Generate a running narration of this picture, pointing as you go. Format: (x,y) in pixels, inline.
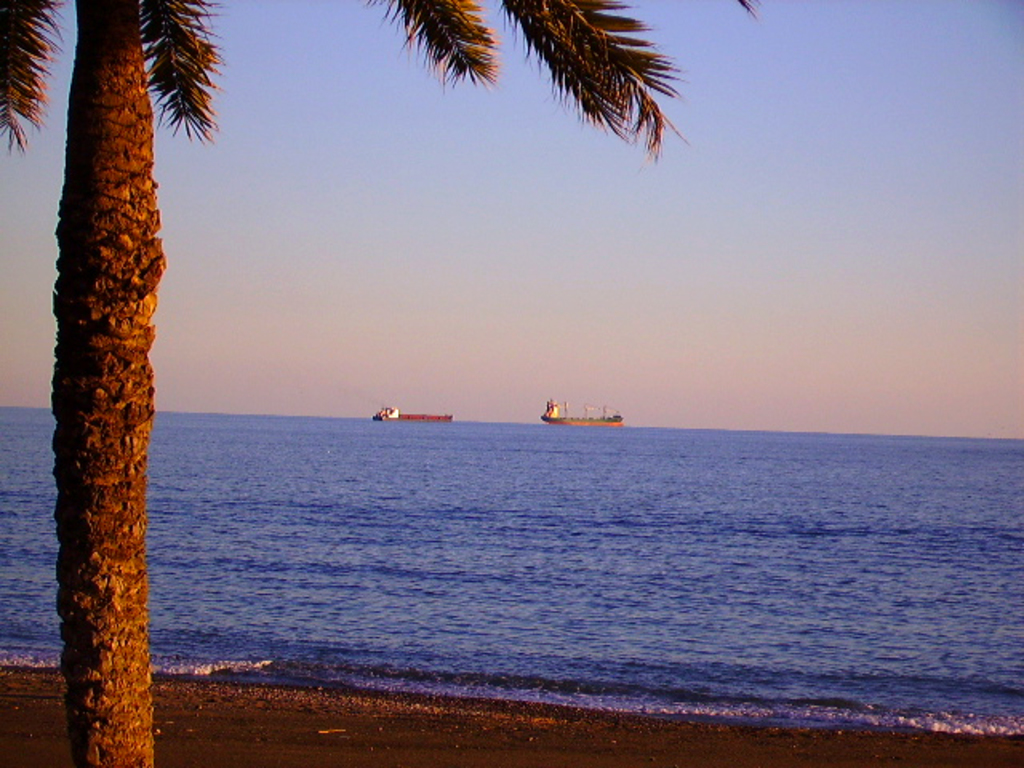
This picture is clicked outside. In the foreground (148,66) we can see the tree (129,117) and we can see the ground (494,714). In the center (391,418) we can see the boat (569,419) and some other objects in the water body (625,557). In the background (634,342) we can see the sky (550,326).
